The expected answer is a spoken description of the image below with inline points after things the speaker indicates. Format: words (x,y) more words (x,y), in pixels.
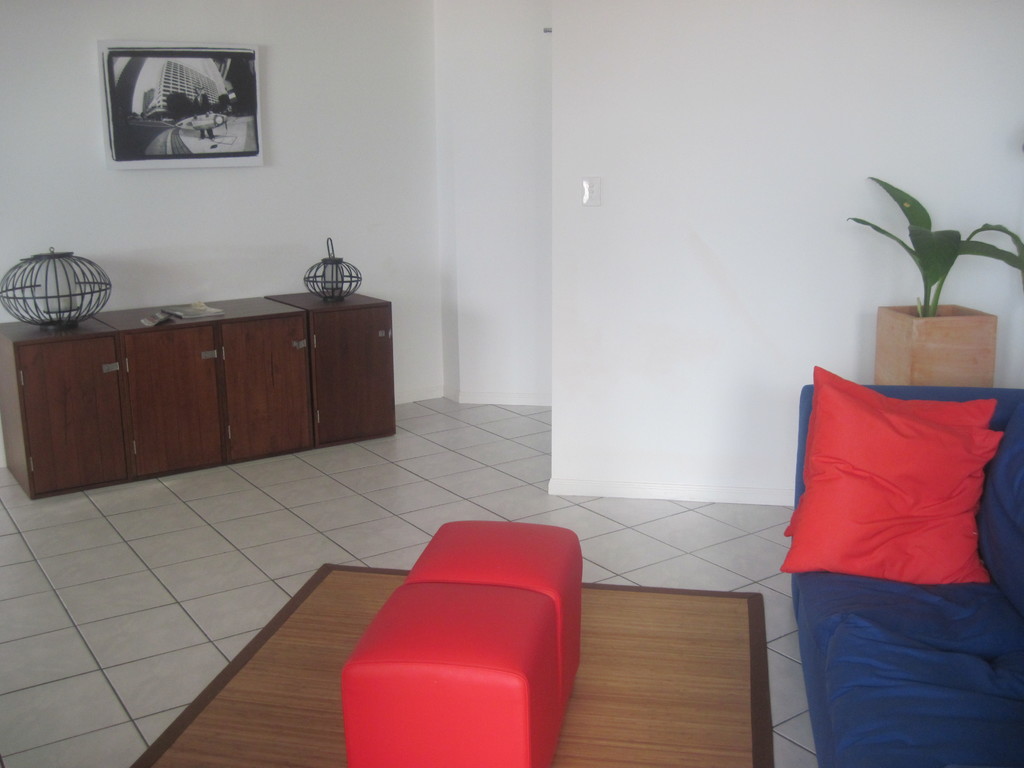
This is a picture inside of a house (602,286). In this image there are red pillows (858,528), red tables (534,554), walls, wooden cupboard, carpet (325,621), picture (189,97) and plant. On that wooden cupboard (310,341) there are objects (329,274). Red pillows (923,454) are on the blue couch (976,736). Picture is on the white wall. Carpet (282,632) is on the tile floor (37,606).
